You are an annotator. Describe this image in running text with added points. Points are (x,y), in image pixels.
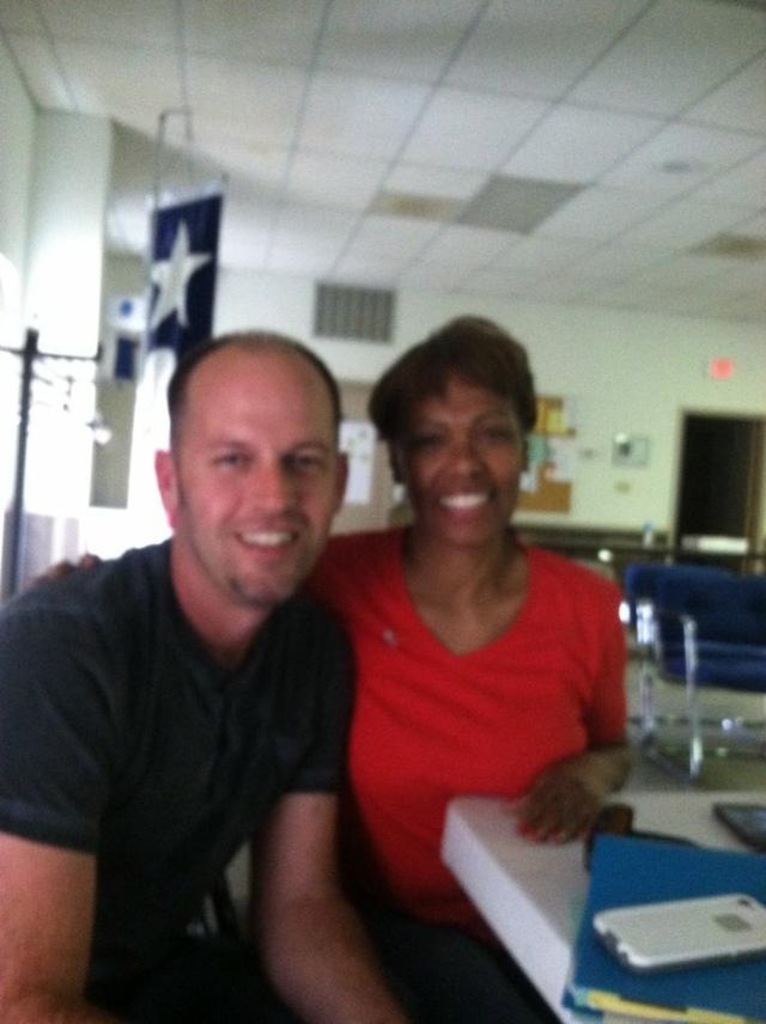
In this image I can see two persons (332,692) are sitting and I can see smile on their faces (332,502). I can see one is wearing black dress (280,689) and one is wearing red. I can also see few chairs (693,703), a table (476,827), few blue colour things (639,992) and a white colour thing (754,938) over here. I can also see this image is little bit blurry.
